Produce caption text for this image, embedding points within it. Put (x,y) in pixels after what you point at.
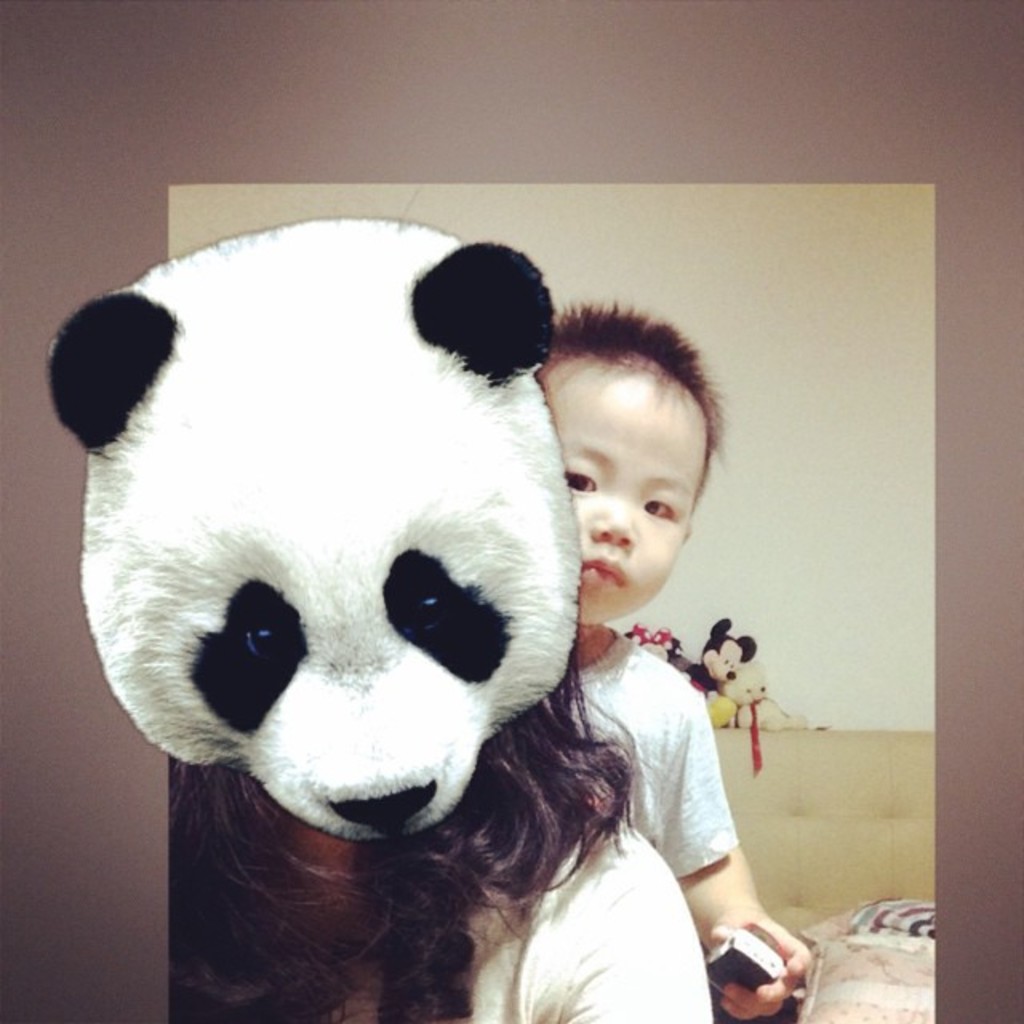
As we can see in the image there is wall (55,291), screen (860,518), teddy bear toy (388,601) and a boy (633,683) holding remote (741,976). In screen (741,998) there are toys (759,697) and wall (805,484).
